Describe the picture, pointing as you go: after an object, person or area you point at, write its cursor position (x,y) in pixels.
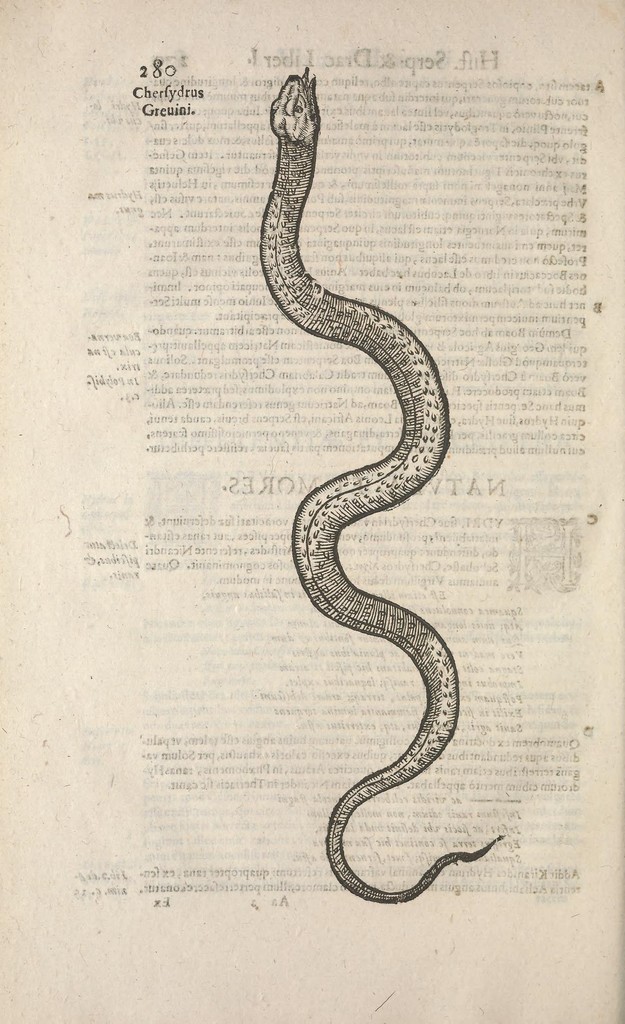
In this image there is a drawing (424,353) of a snake (446,439) in a paper (433,852), in the background of the snake (346,876) there is text (395,203) as well.
